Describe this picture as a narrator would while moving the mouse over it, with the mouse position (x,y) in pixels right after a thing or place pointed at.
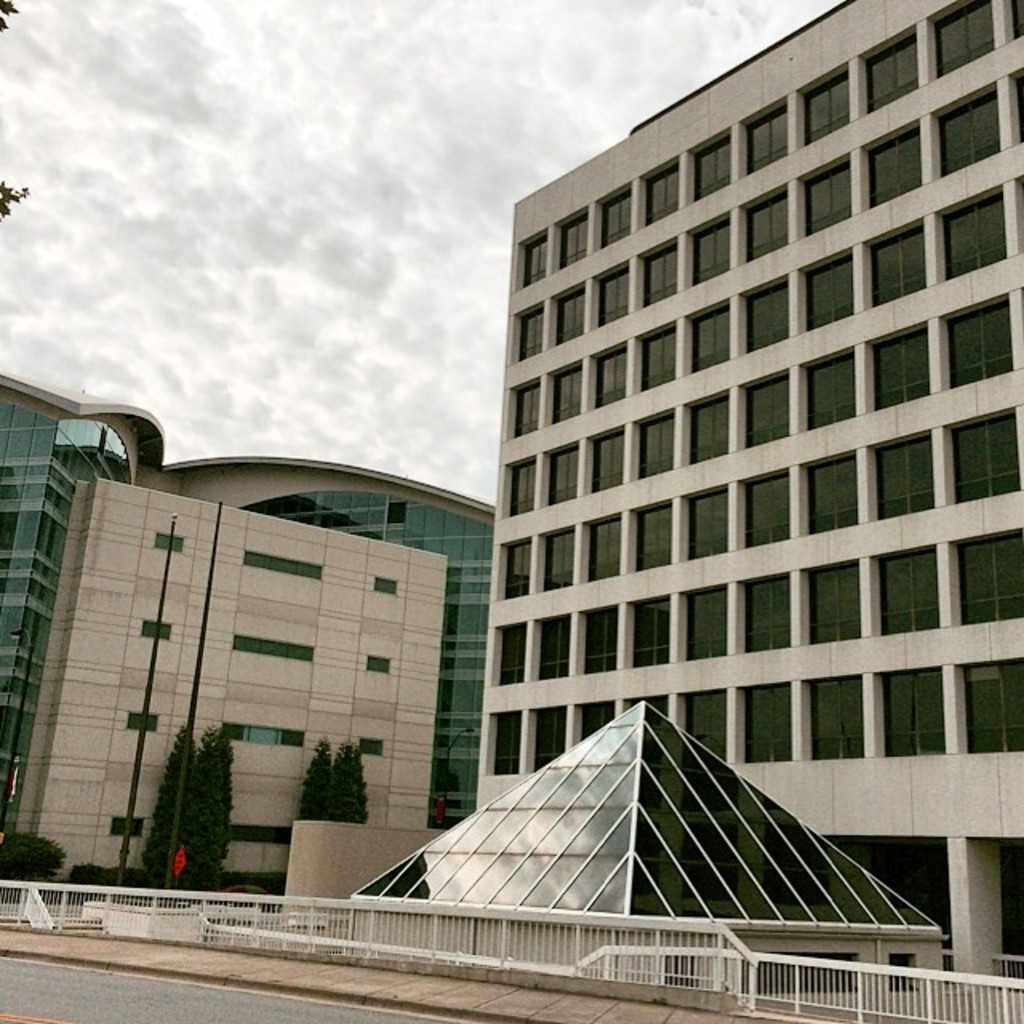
In the foreground of this image (167,983), there is a road (121,998), a railing (279,931), few buildings (480,773) and trees (229,807). At the top (283,167), there is the sky (266,165).
